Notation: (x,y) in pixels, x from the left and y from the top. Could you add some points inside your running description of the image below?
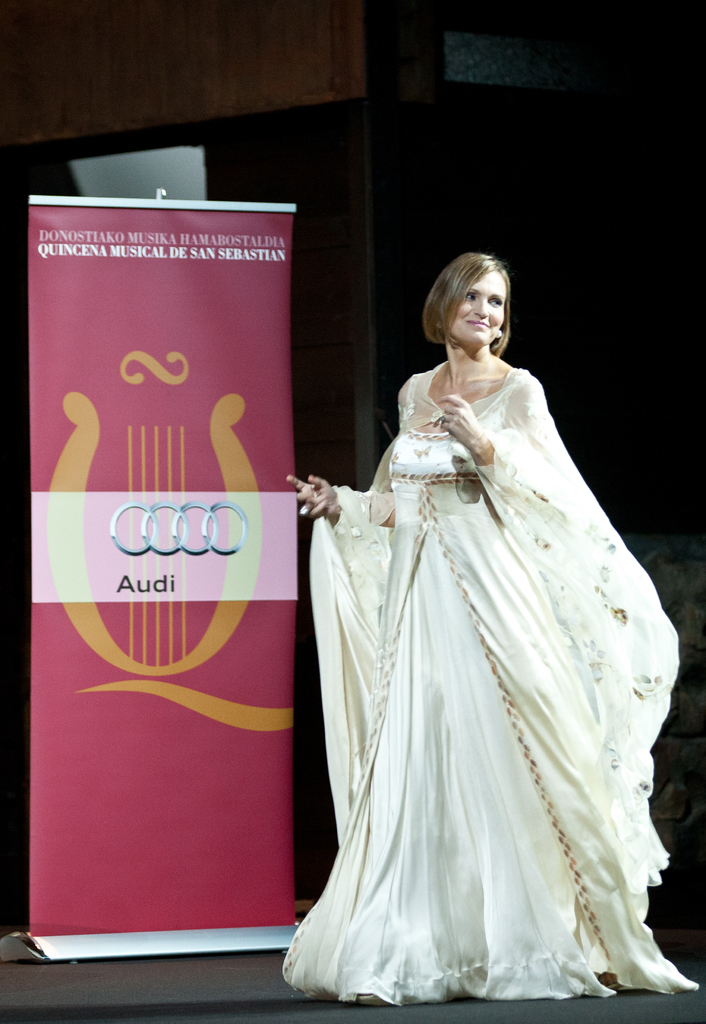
In the picture I can see a woman (456,570) wearing a white color dress (520,650) is standing on the right side of the image (555,737) and smiling. On the left side of the image (91,639) we can a banner (213,892) on which we can see a logo (205,531) and some text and the background of the image (629,168) is dark.
